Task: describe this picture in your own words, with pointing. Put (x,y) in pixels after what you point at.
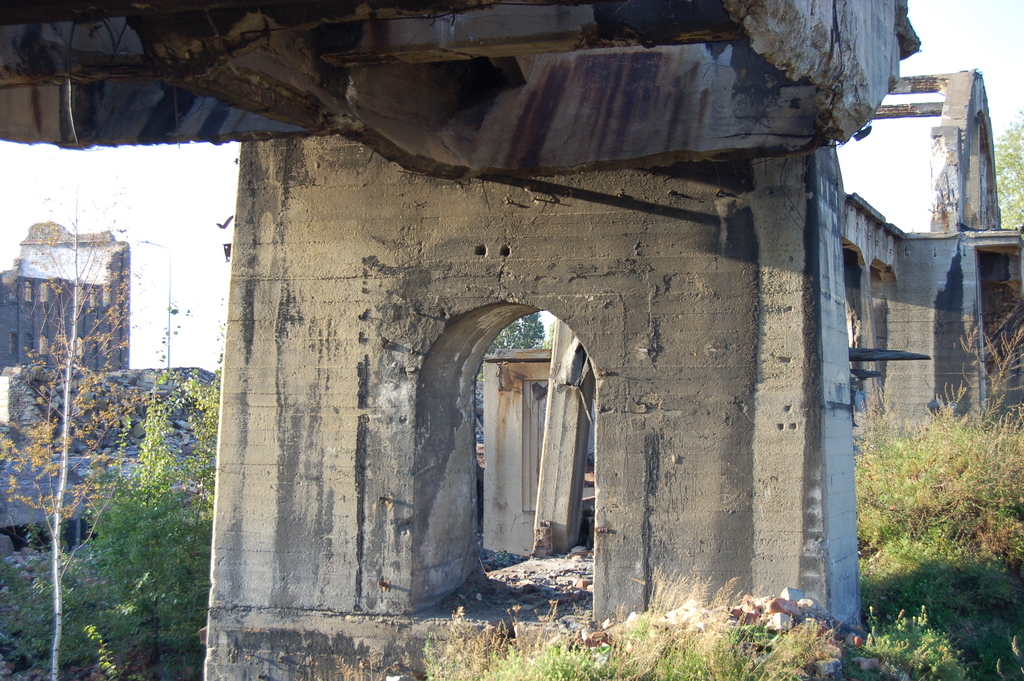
In this image I can see the bridge (419,93), few pillars (672,353) of the bridge (807,405) and few trees (944,514) which are green and brown in color. In the background (30,312) I can see few buildings (81,325), few trees (1019,193) and the sky (108,209).
